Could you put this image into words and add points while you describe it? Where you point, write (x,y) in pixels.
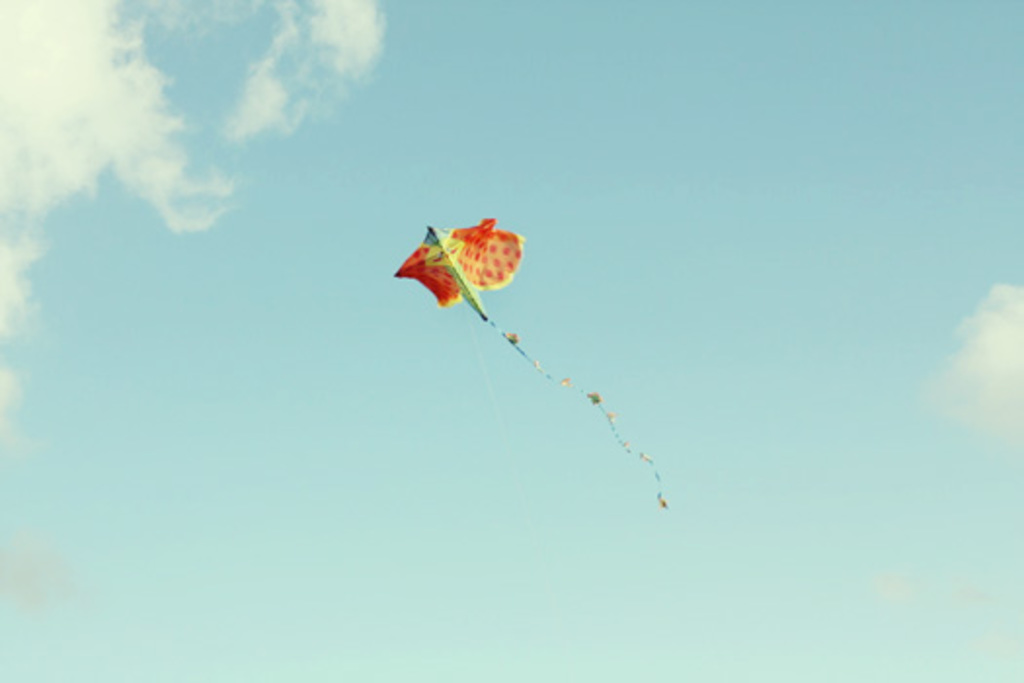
This picture is clicked outside. In the center (504,234) we can see a kite (478,252) flying in the sky (546,259). In the background (476,121) we can see the sky (909,103) and the clouds (168,138).
